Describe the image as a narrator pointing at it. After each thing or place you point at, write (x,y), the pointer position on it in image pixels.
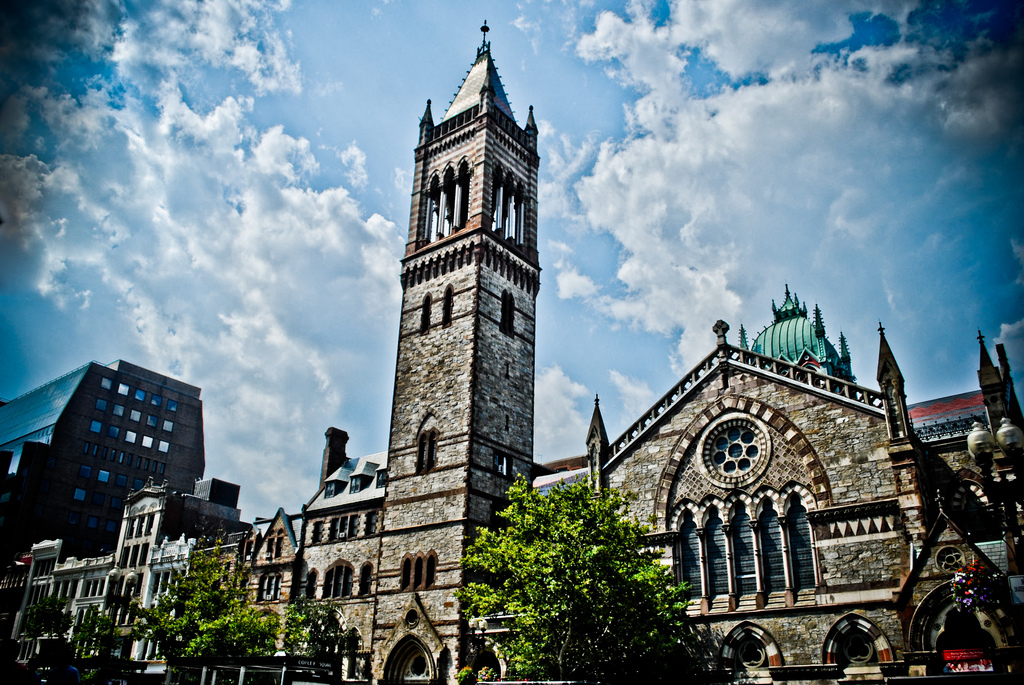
In this picture, we see a tower (509,114) and buildings (184,446). At the bottom of the picture (254,611), we see trees (566,577). At the top of the picture (255,139), we see the sky (727,178) and the clouds (695,209). This picture might be clicked in the city.
